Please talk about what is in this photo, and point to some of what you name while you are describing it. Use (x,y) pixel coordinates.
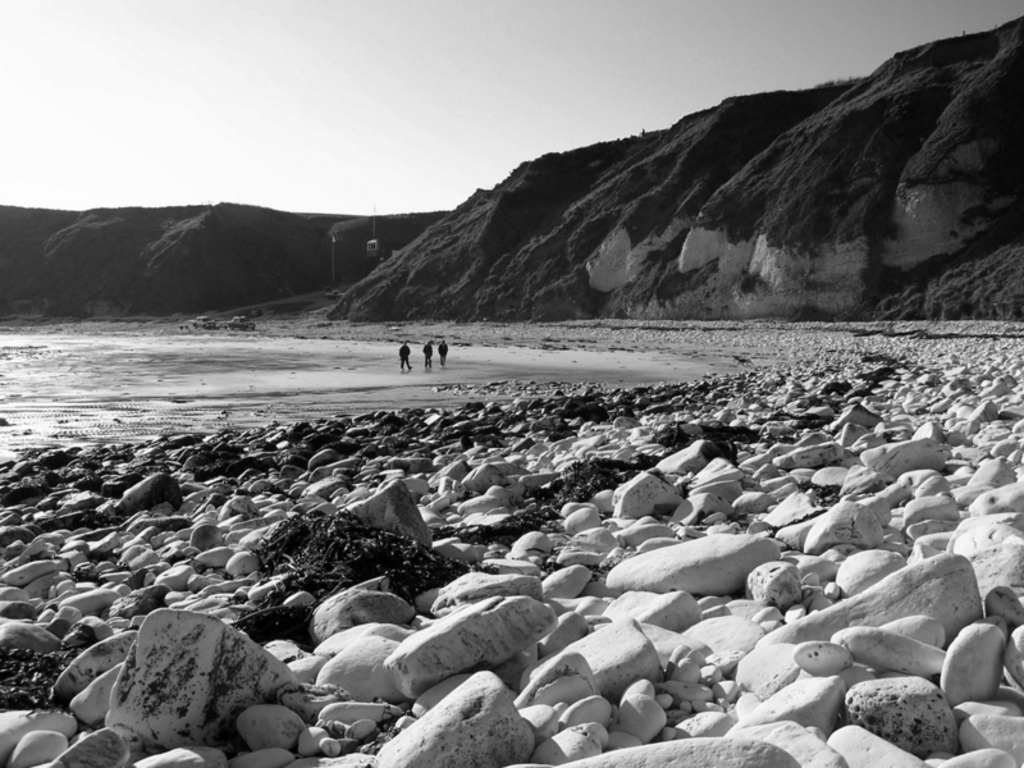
This is a black and white image. In this image we can see persons (403,357), stones (277,444), water (166,381), hills (501,228) and sky (339,124).
